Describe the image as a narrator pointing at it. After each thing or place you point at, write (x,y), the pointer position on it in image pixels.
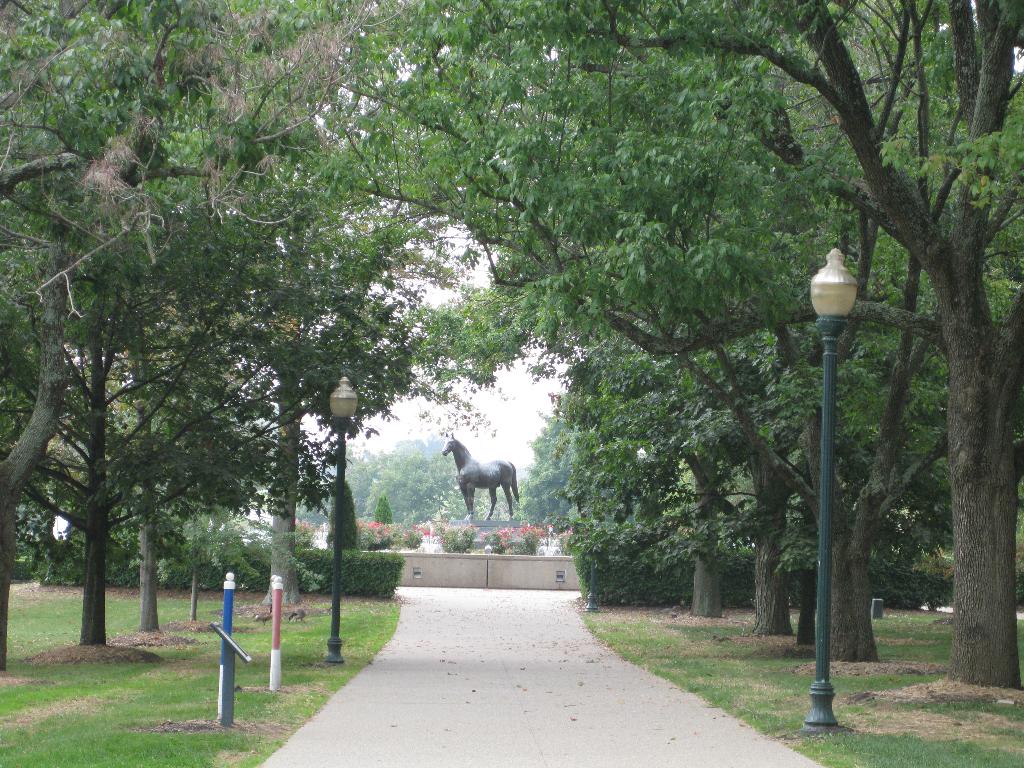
In this picture we can see trees (888,486) on the right side (940,394) and left side (102,321), at the bottom (891,713) there is grass (859,677), we can see poles (821,511) and lights (832,308) in the middle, in the background (489,500) there is a statue (492,479), some plants (527,532) and trees (544,513), we can also see the sky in the background (465,272).
